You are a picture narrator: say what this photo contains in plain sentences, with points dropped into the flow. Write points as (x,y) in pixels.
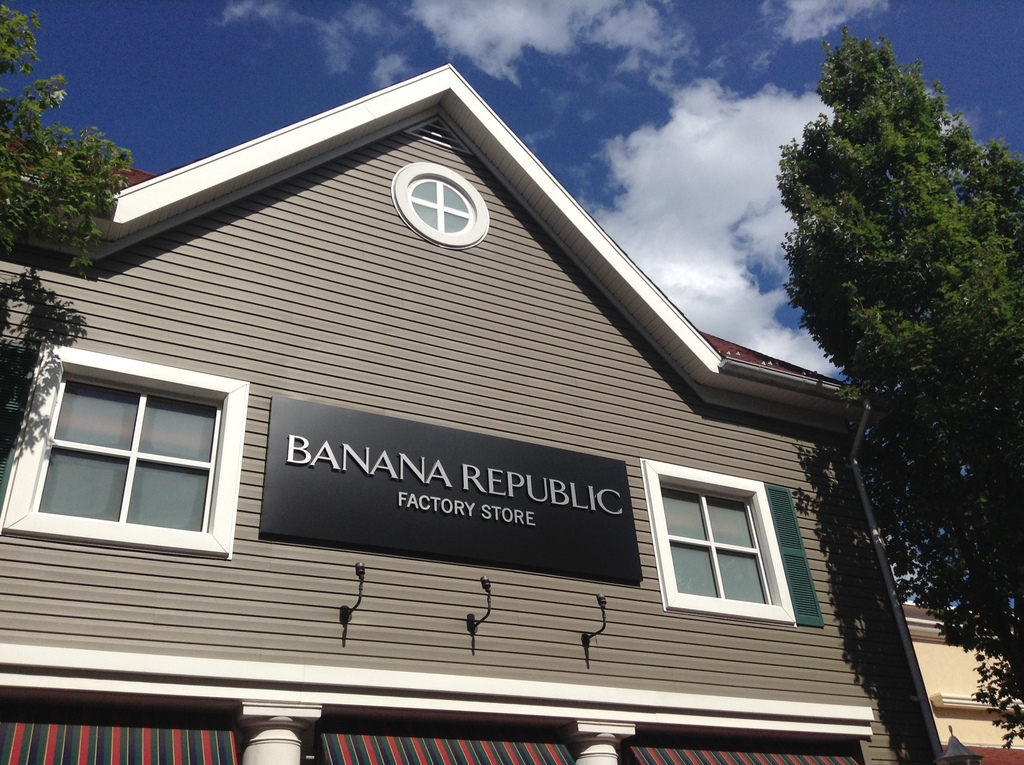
In this picture, there is a building (510,678) with a board (296,447) and windows (781,589). On the board (471,560), there is some text (416,504). Towards the left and right, there are trees (952,224). On the top (486,69), there is a sky (519,58) with clouds (566,33).
